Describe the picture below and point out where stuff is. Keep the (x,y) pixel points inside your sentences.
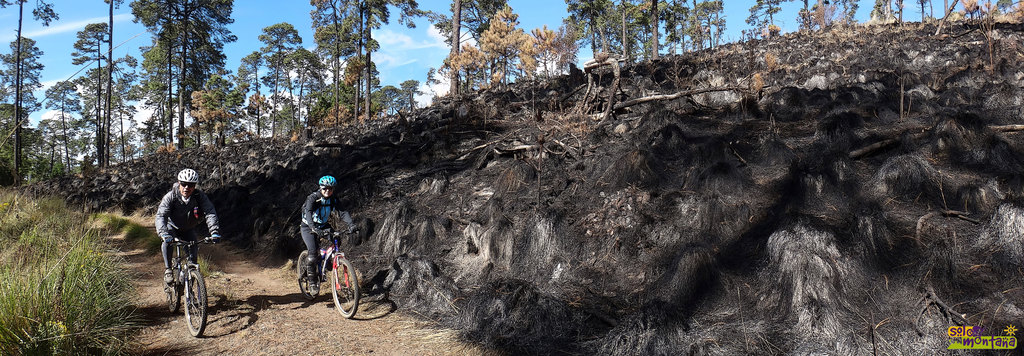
In the foreground (169,319) I can see two persons (161,226) are riding a bicycle (348,312) on the ground (303,314). In the background (714,118) I can see mountains (363,145), grass (77,212), trees (58,139) and the sky (558,25). This image is taken during a day.
